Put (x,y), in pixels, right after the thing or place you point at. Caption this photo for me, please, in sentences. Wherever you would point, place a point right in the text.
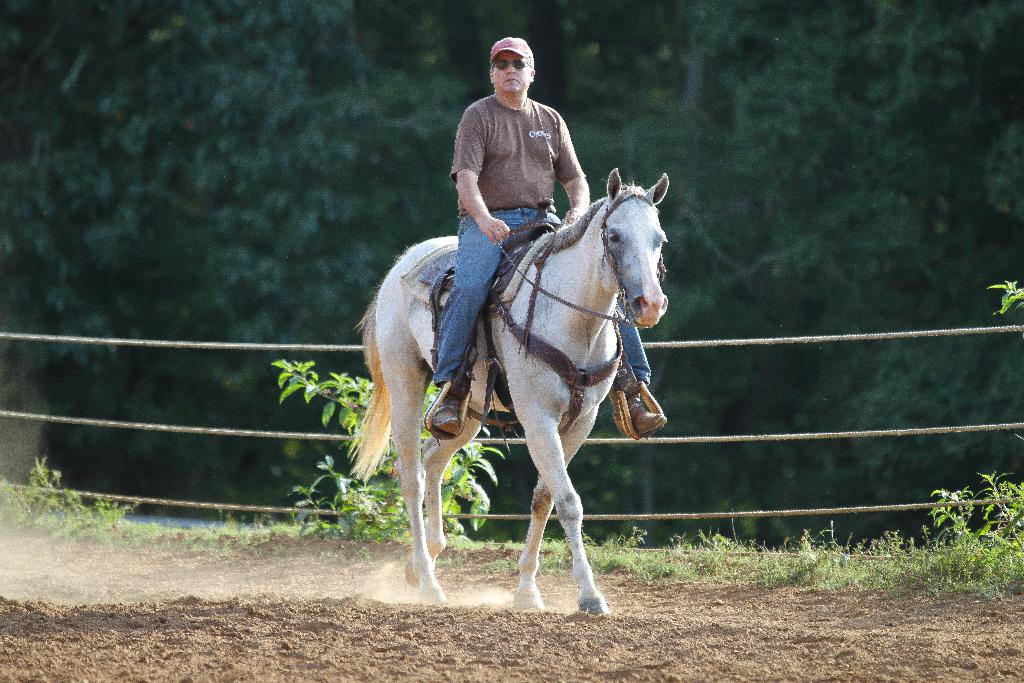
In this picture we can see a horse (543,462) walking on the ground (450,563) with a man (469,118) sitting on it and he wore a cap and goggles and in the background (452,230) we can see ropes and trees (917,457).
